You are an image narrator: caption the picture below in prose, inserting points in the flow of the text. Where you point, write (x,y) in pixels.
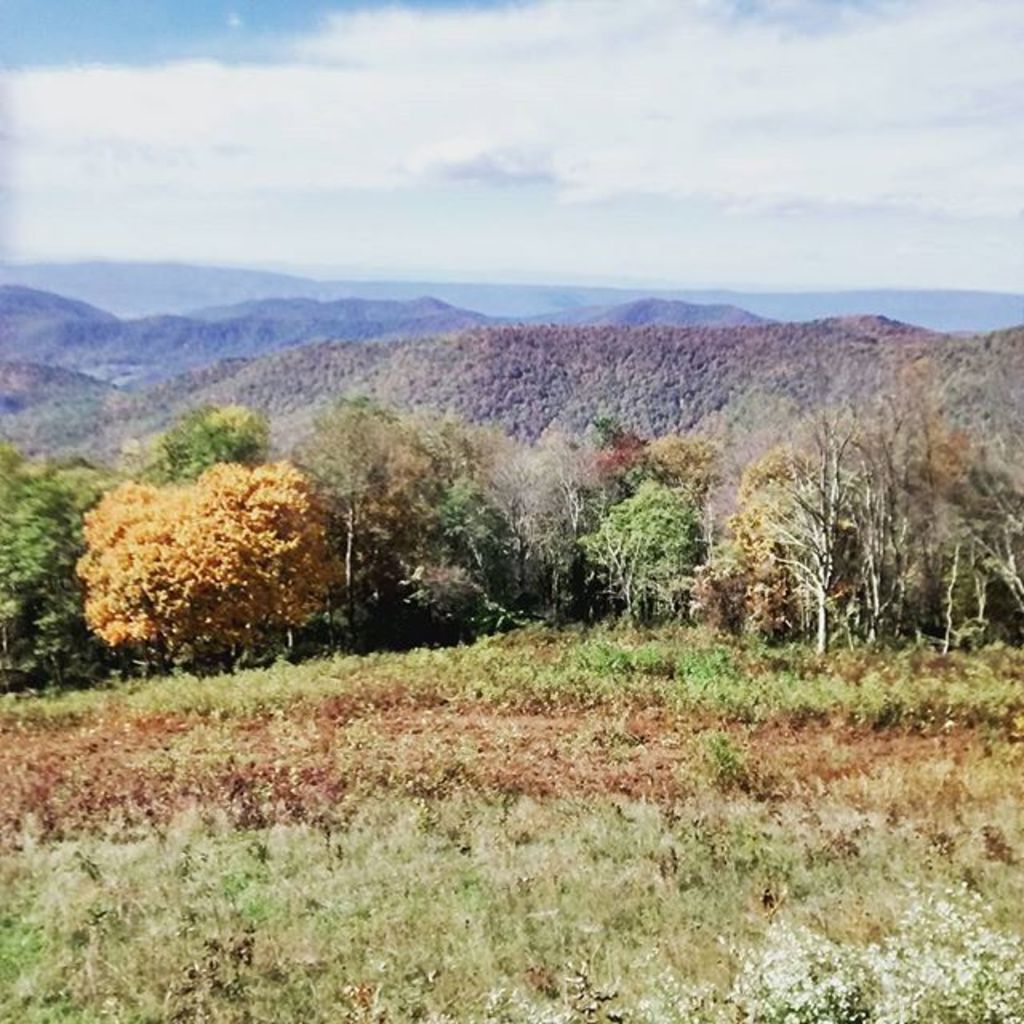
In the center of the image (556,392) we can see the sky (409,172), clouds (76,190), hills (51,282), trees (619,457), plants (812,674) and a few other objects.
